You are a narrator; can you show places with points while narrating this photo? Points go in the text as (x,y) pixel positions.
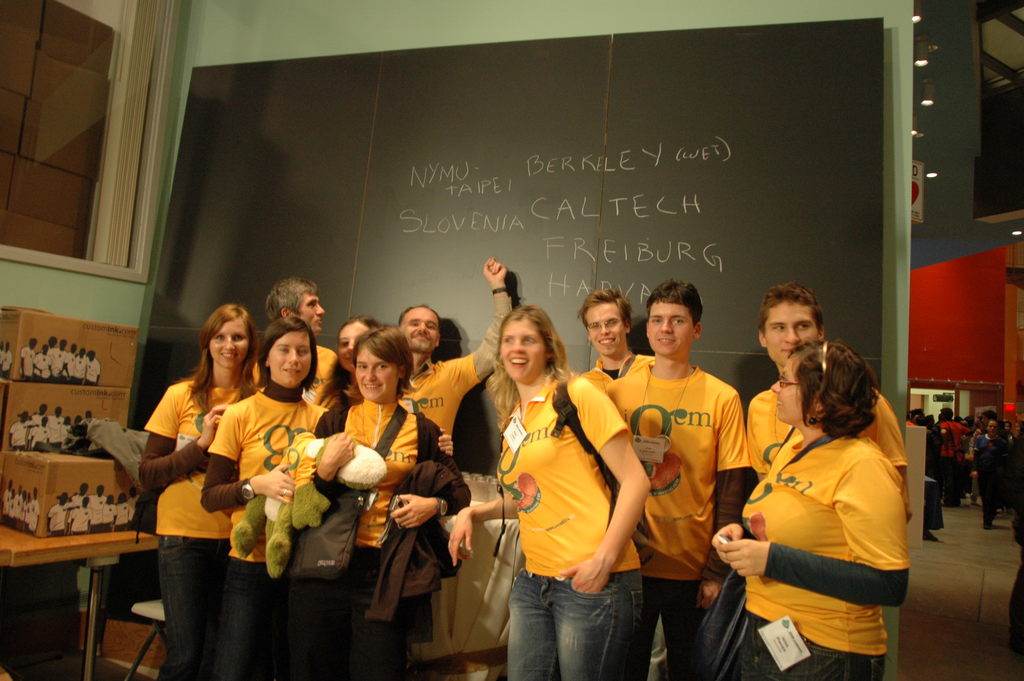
Here I can see few people (505,465) wearing yellow color t-shirts (396,466), standing, smiling and giving pose for the picture. At the back of these people (551,437) there is a blackboard (615,219) on which I can see some text (608,249). On the left side (83,528) there is a table (84,537) on which few boxes (63,405) are placed. In the top left-hand corner (72,112) there is a window (70,133). In the background (955,419), I can see a crowd of people (967,460) standing on the floor (964,542). At the top of the image (931,170) there are few lights (926,93) attached to the ceiling (964,86).
